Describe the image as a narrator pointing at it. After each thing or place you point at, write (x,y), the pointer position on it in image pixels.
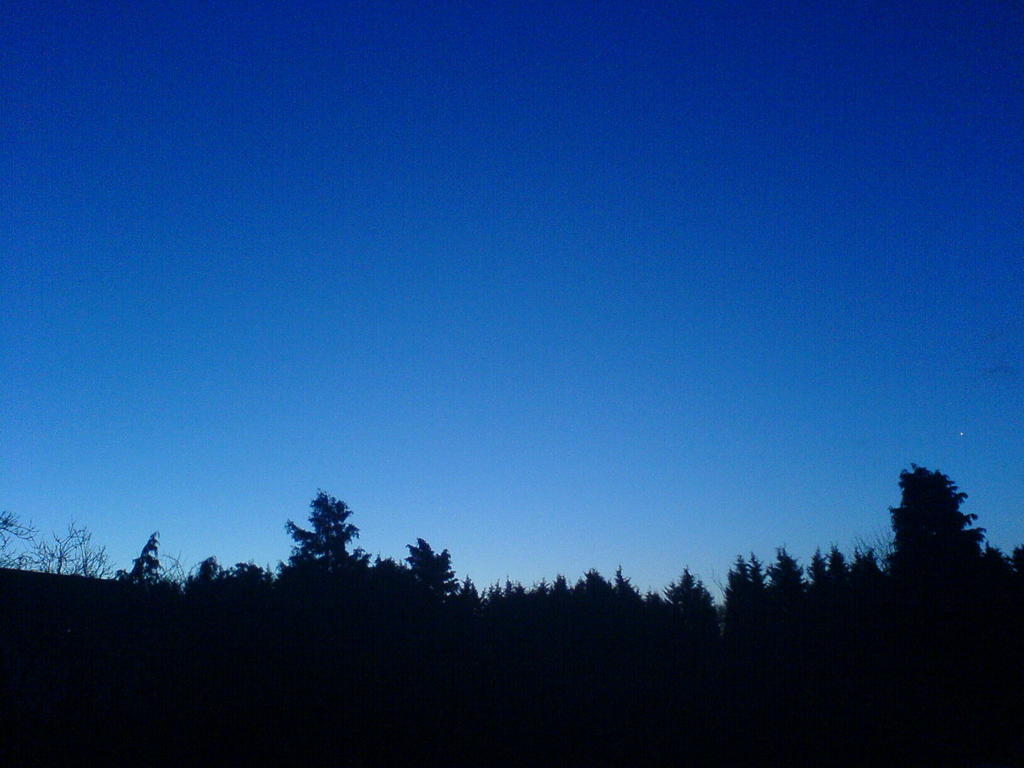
This picture is clicked outside. In the foreground (314,621) we can see the trees (946,637). In the background (761,77) there is a sky (367,179).
